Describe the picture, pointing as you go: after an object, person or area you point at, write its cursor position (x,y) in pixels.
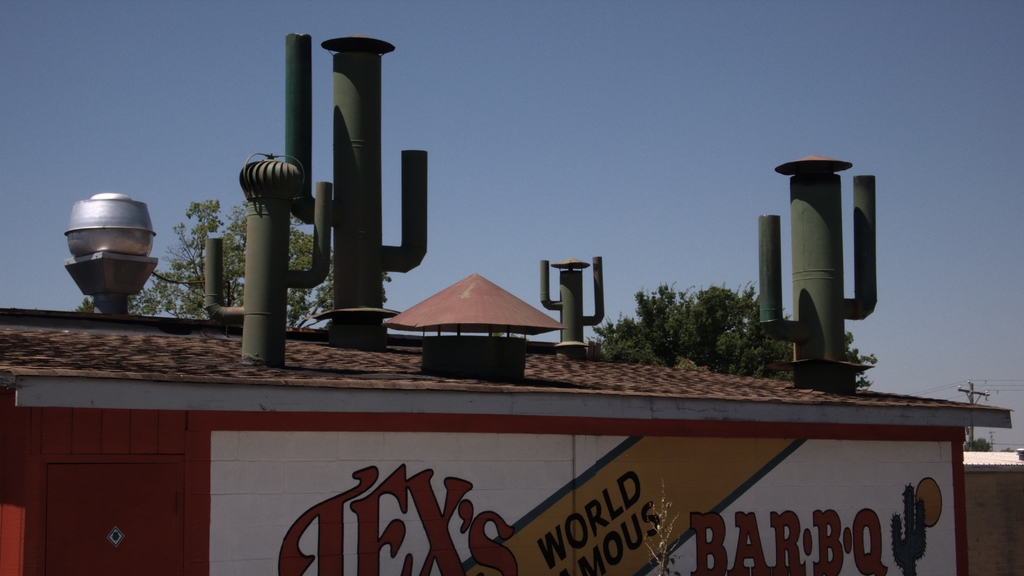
This picture is clicked outside. In the center (447,322) we can see a house (708,389) with a red color roof top (566,381) and we can see there are some metal objects (811,322) attached to the house (871,453) and we can see the text (436,502) on the wall (255,451) of the house (384,473). In the background (601,175) there is a sky (850,196), pole (971,389), cables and trees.
